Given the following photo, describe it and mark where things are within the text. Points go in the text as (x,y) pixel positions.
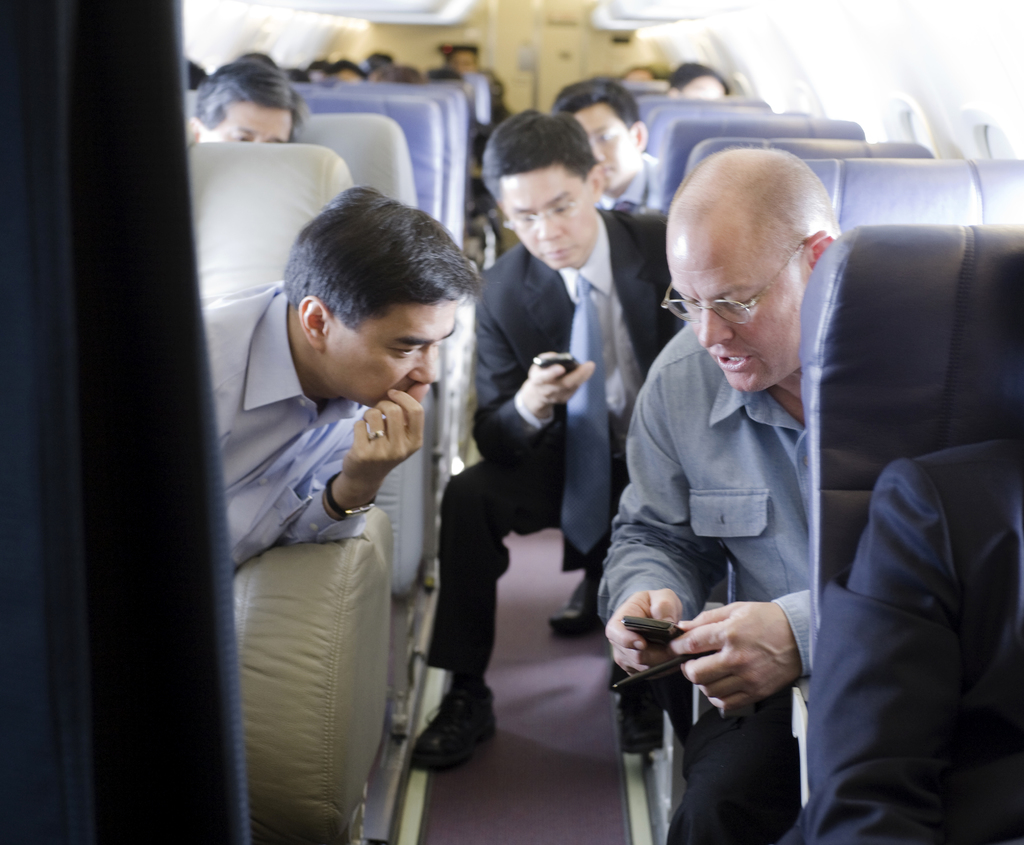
This is an inside view of an aeroplane (361,554) and here we can see people (541,410) sitting and holding mobiles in their hands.
